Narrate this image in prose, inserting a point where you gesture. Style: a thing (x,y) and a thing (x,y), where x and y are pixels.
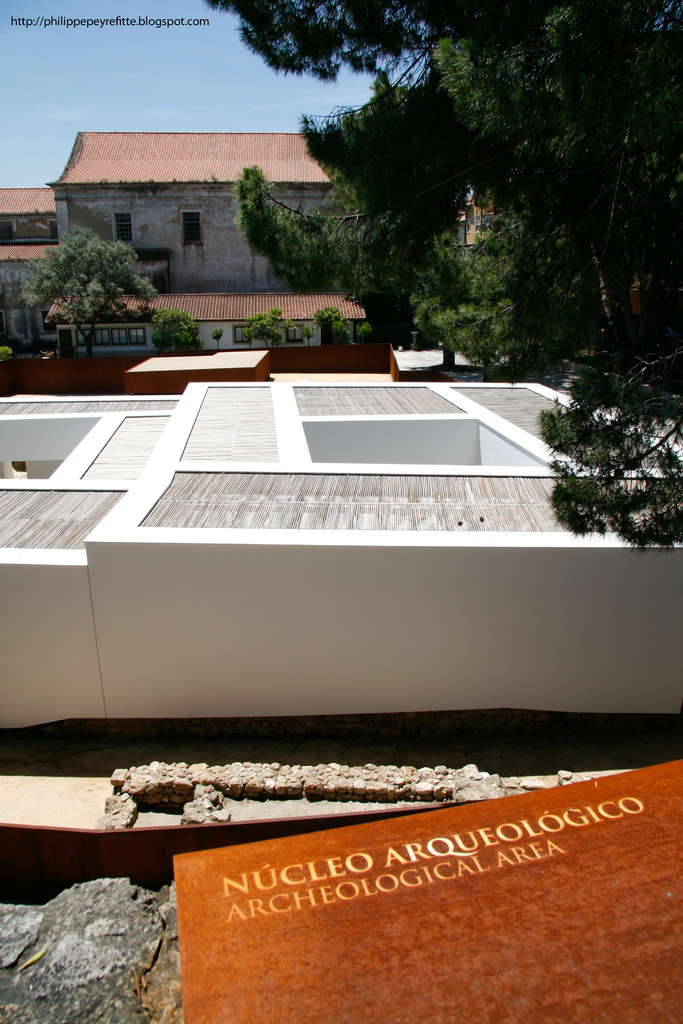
In this picture we can see the sky (260,70), buildings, trees (426,201), railing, planter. At the bottom portion of the picture (134,948) we can see the rock surface (111,940) and a rusted metal sign (594,972). In the top left corner of the picture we can see watermark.
